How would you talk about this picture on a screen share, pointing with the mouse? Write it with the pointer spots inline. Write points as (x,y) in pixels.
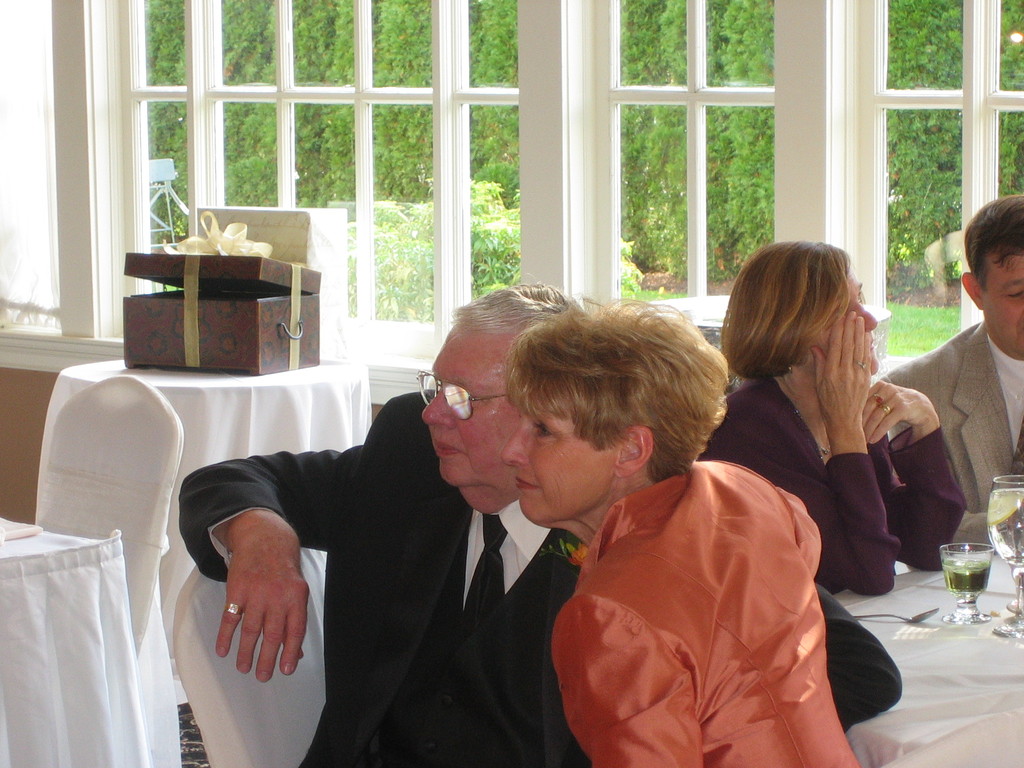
In this image, there are two persons (842,365) wearing clothes (806,444) and sitting in front of this table (963,671). This table (961,673) contains glasses (981,568) and spoon (915,616). There is an another table (285,413) which covered with a cloth (293,434) and contains a box (250,273). This person (483,463) is sitting in a chair (316,662) and wearing spectacles (462,399) on his head (468,392). There are some trees (622,44) behind this window (374,92).
